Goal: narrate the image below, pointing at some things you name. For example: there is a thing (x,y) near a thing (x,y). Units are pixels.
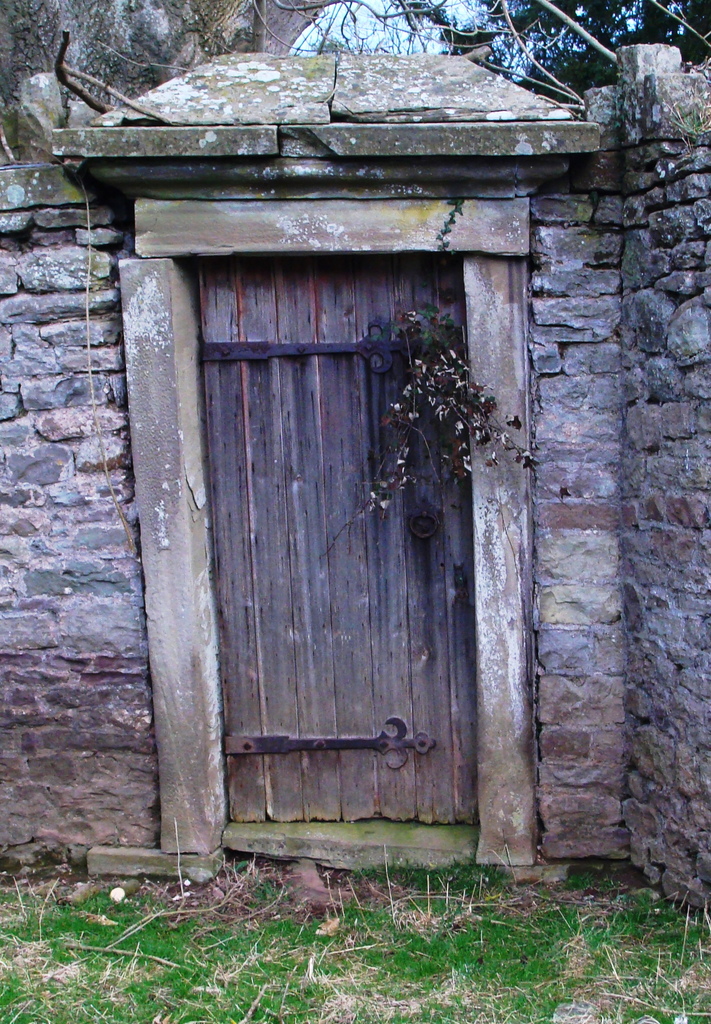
In this picture I can see wooden door (321,561) and a plant (454,431) and I can see stone wall (533,349) and a tree (86,83) in the back (181,52) and I can see grass (290,988) on the ground (296,980).
